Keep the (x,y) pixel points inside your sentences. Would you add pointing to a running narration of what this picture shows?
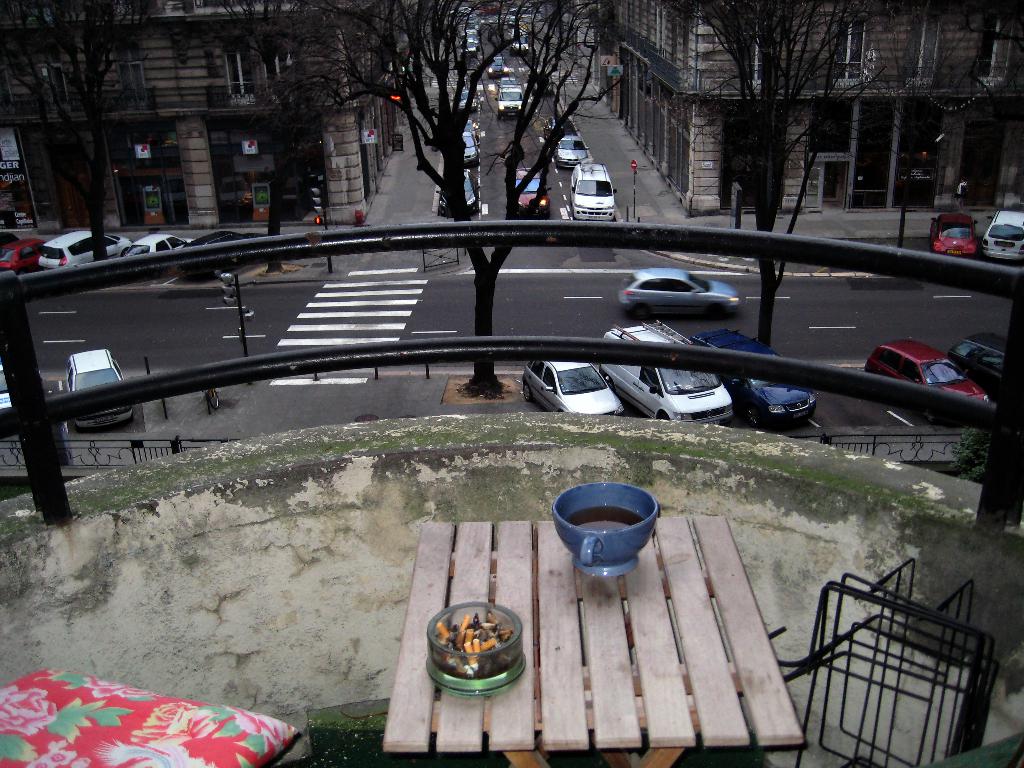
In this image, There is a table (724,699) in the middle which is in yellow color on that table (518,697) there are some objects (462,658) kept, There is a cup (616,564) which is in blue color, In the right side (872,637) there is a black color object (907,672), In the background (424,335) there is a road (248,345) which is in black color, There are some cars (658,382) and there are some trees (437,114) which are in black color.
